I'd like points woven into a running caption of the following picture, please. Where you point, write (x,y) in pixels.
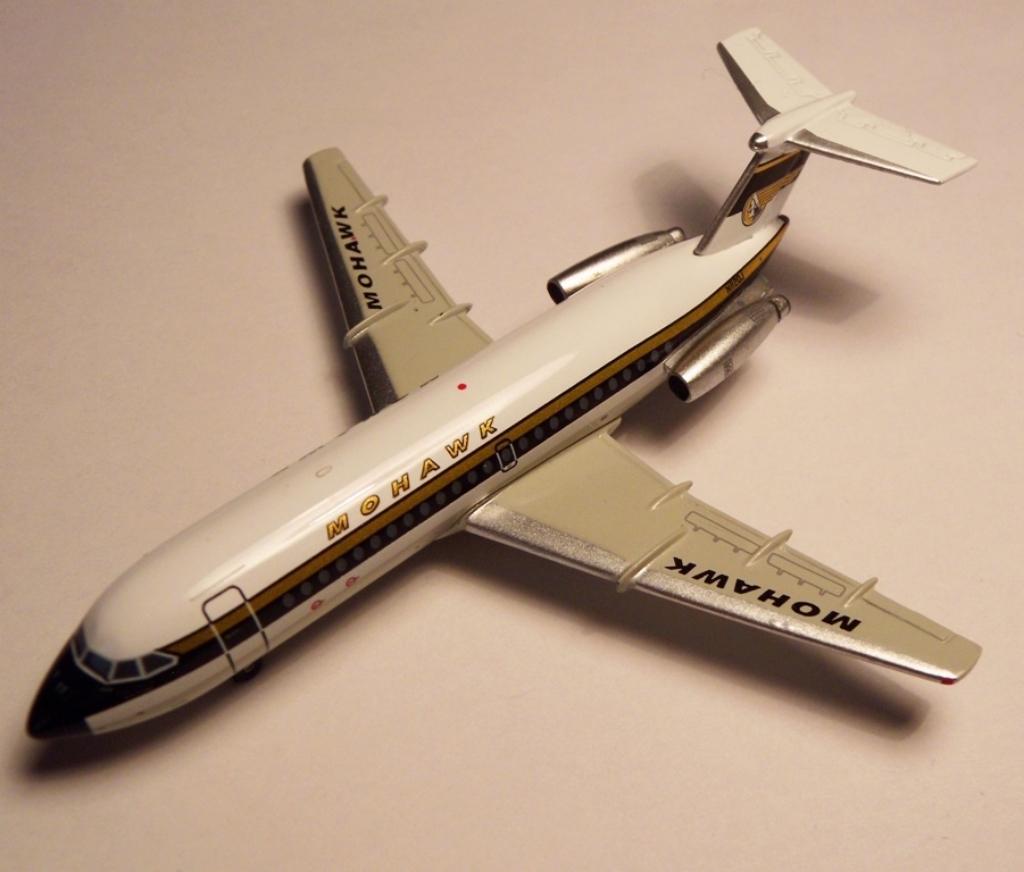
In the image we can see there is an aeroplane toy (612,405) kept on the table (630,647).
